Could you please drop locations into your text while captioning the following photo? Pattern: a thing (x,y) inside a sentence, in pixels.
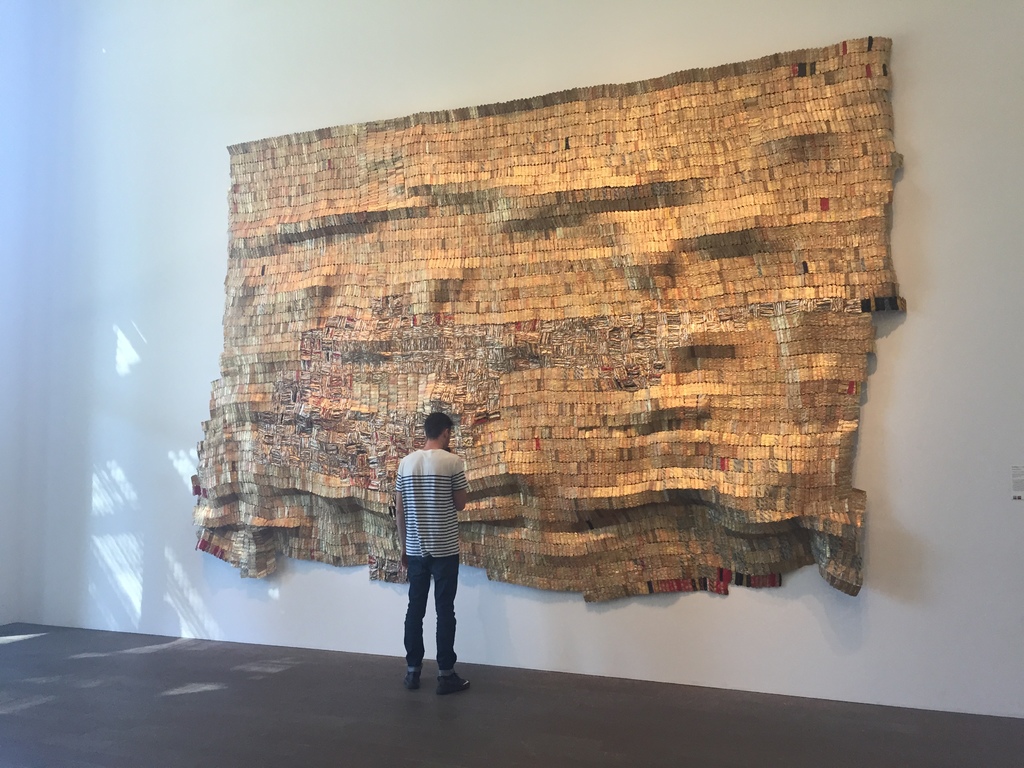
In this picture I can see a person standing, this is looking like a sculpture (712,223) on the wall (293,617).
